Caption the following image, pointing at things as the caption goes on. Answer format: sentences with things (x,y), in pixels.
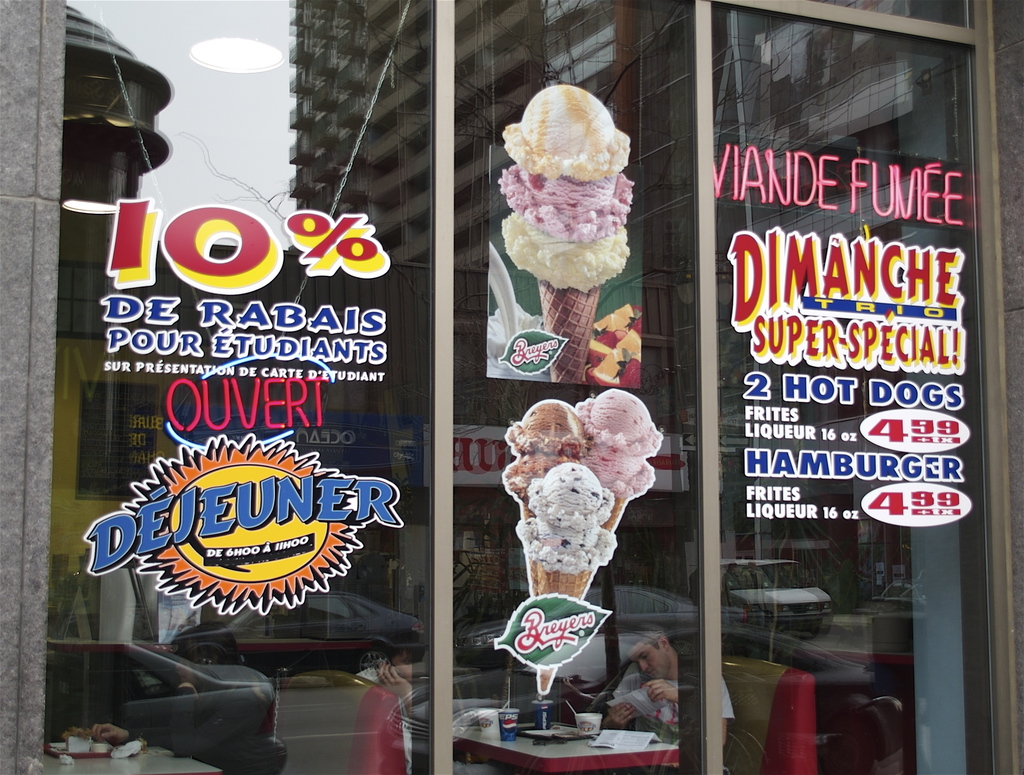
In this image there is a glass wall (868,617) on that wall (676,319) there is text (814,238) and pictures (570,256) of ice creams (542,484), in the background (378,721) there are sofas (365,729) on that sofas (391,729) there are three persons (702,714) sitting in the middle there is a table (618,750) on that table (529,751) there are cups (540,727).
